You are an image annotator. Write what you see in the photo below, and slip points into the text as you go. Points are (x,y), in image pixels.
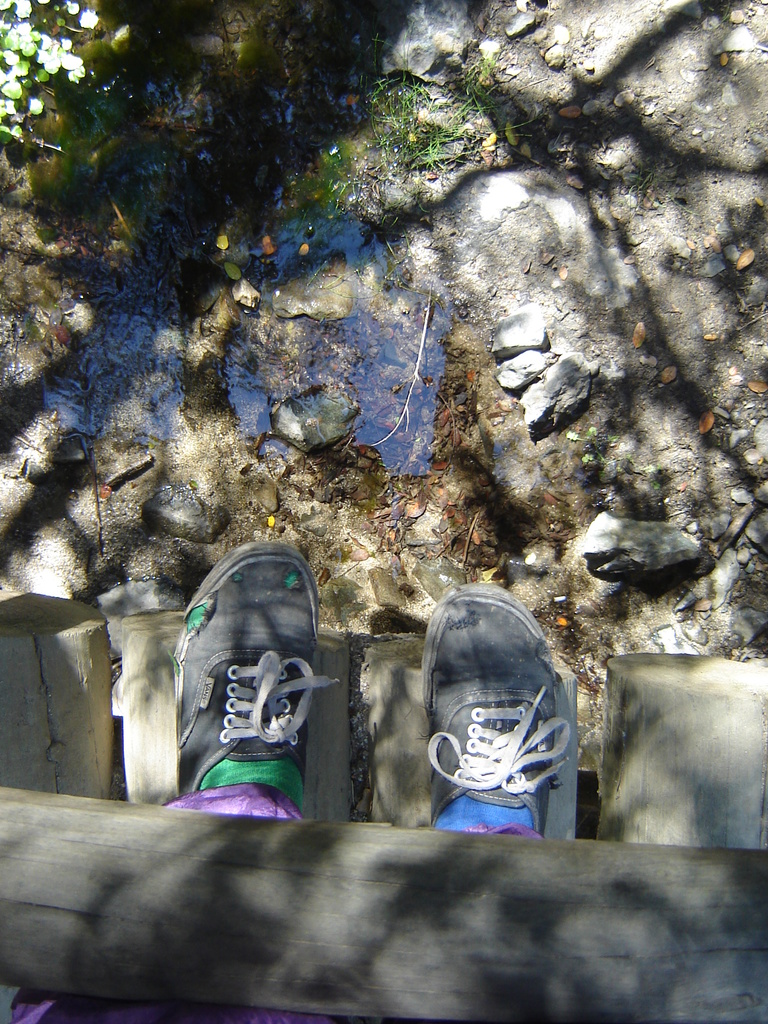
In this picture I can see the legs (447,816) of a person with shoes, and in the background (367,353) there are stones (498,337) and water (100,416).
